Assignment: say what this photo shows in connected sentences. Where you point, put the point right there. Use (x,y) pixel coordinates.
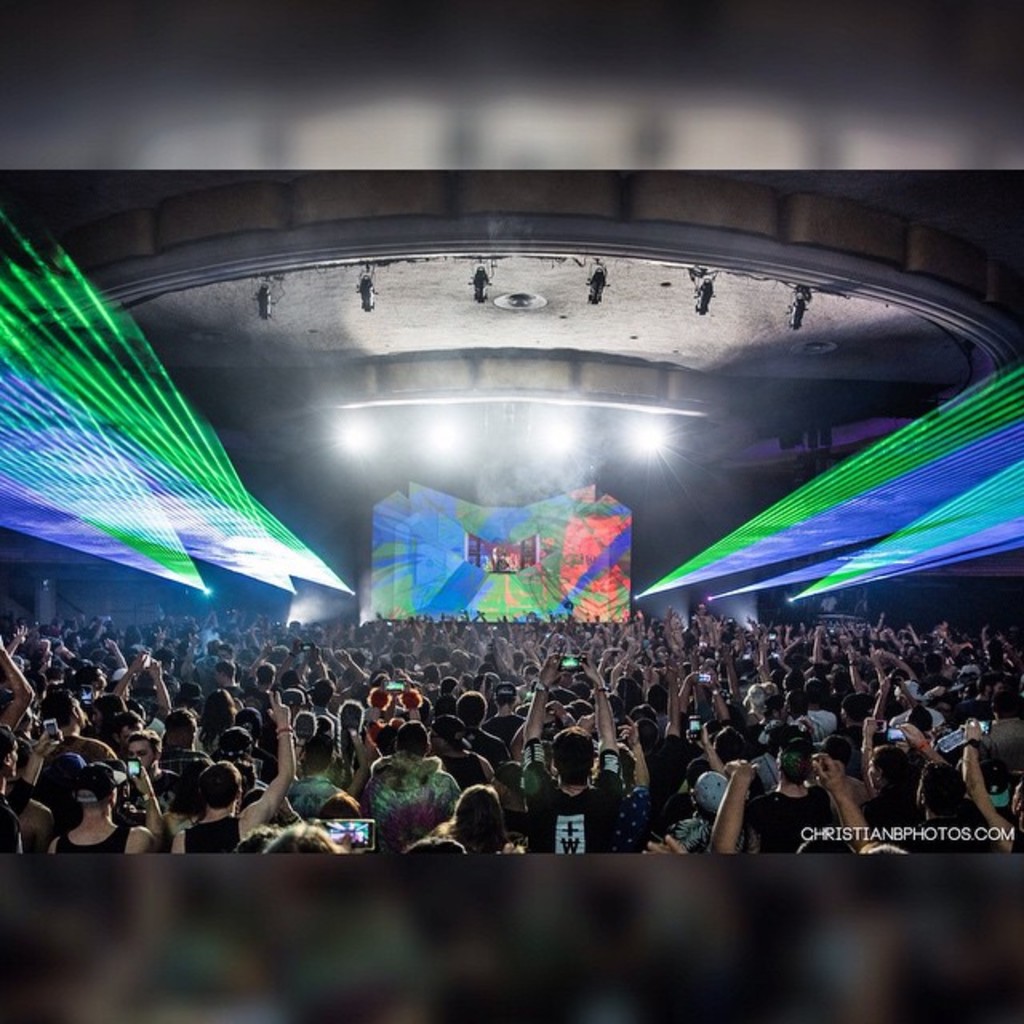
At the bottom of the image (536,758) we can see a group of people (497,711) are standing and some of them are holding mobiles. In the center of the image (530,589) we can see screen lights (433,508) are there. At the top of the image (464,287) we can a roof (635,297).
